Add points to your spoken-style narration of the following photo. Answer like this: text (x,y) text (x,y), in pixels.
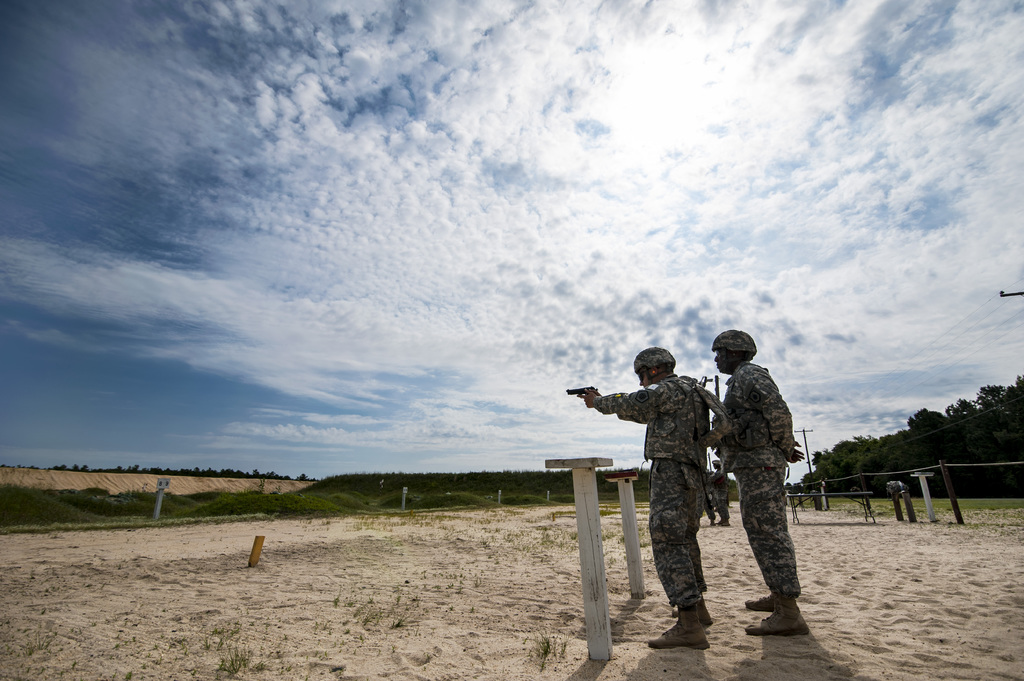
There are people (651,458) standing on the right side of this image (747,424). We can see the person (689,464) holding a gun (578,392) and there are poles (585,474) at the bottom of this image (571,465). The cloudy sky (290,360) is in the background (482,308). We can see trees (932,427) on the right side of this image (996,432).
